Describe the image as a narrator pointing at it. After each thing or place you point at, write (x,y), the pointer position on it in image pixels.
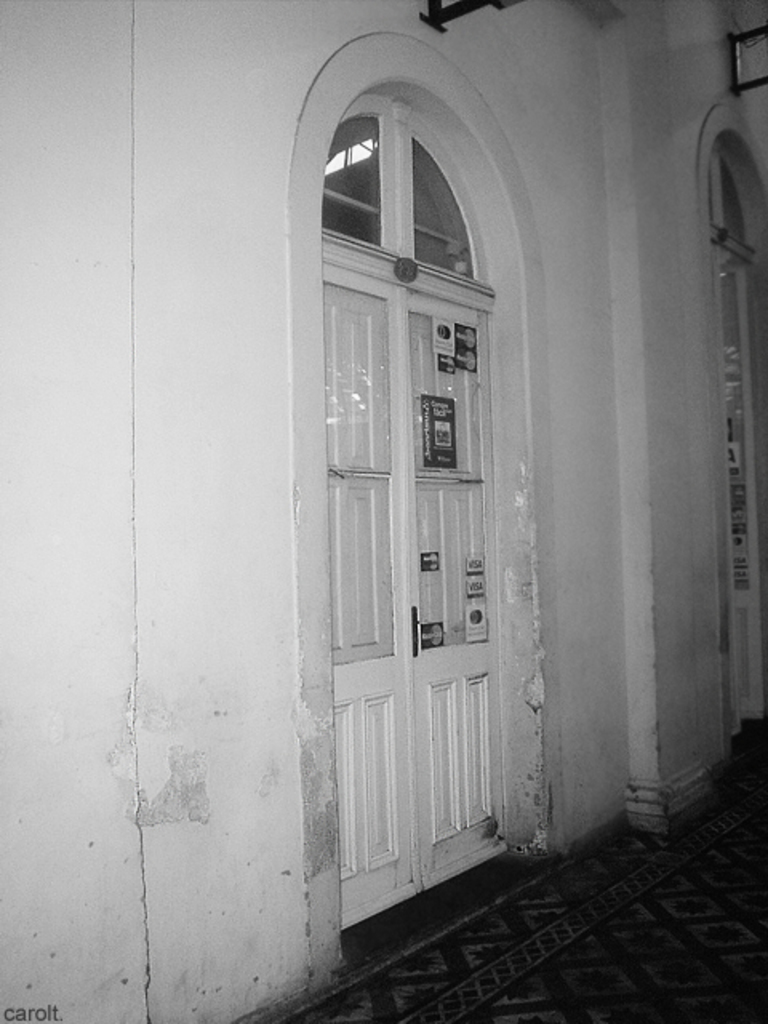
In this image, we can see the wall (120,157) and a door (433,347), there is a carpet (567,863) on the floor (537,918).
